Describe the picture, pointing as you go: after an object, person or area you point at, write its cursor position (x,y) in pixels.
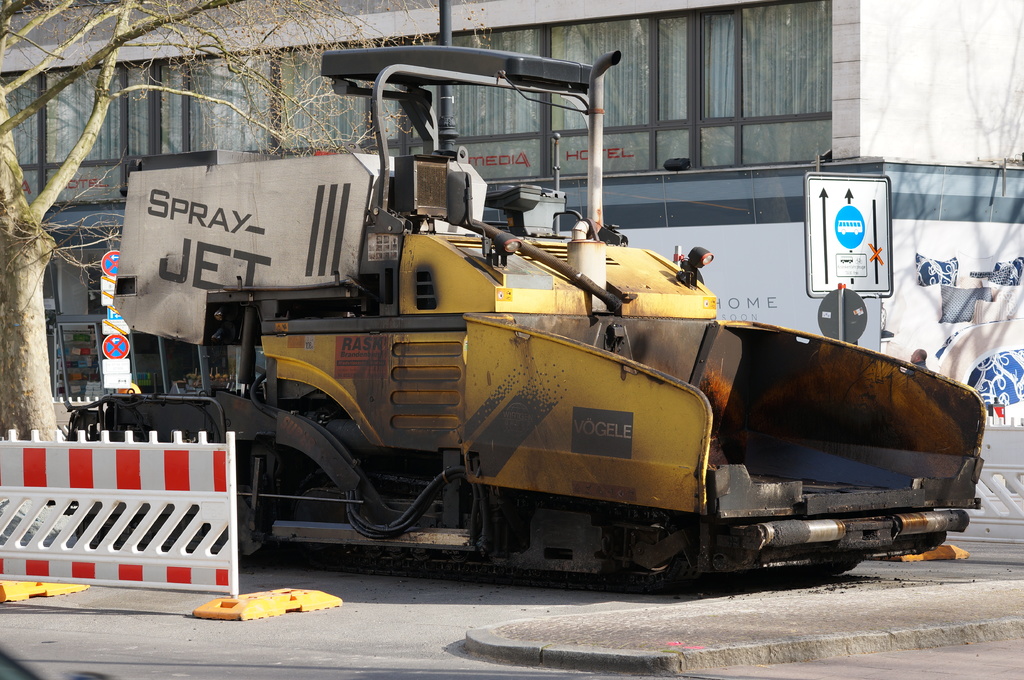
In the foreground of the picture (272,638) it is road (215,653). on the left (13,389) it is tree (20,405), sign board (117,367) and barricade (118,463). In the center of the picture (515,332) there is a heavy machine (406,342). In the background (920,212) there is a building (792,101), towards right (872,272) there are sign boards (853,307).
